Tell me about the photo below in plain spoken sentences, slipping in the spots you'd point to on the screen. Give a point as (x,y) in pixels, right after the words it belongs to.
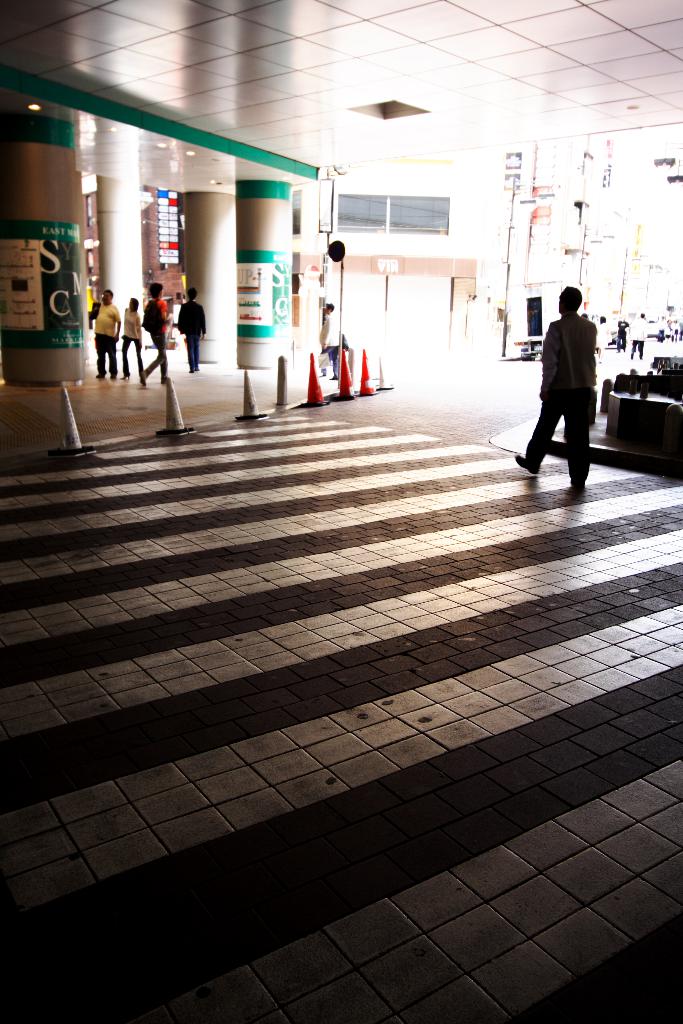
In this image there are some people (578,356) who are walking, and it seems that this is an inside view of a building (211,284). In this image there are some barricades (173,423) and persons (550,420), at the bottom (333,877) there is a floor (409,379) and at the top of the image (365,87) there is ceiling (337,75) and in the background (546,206) there are some poles (231,244) and boards (159,260).
